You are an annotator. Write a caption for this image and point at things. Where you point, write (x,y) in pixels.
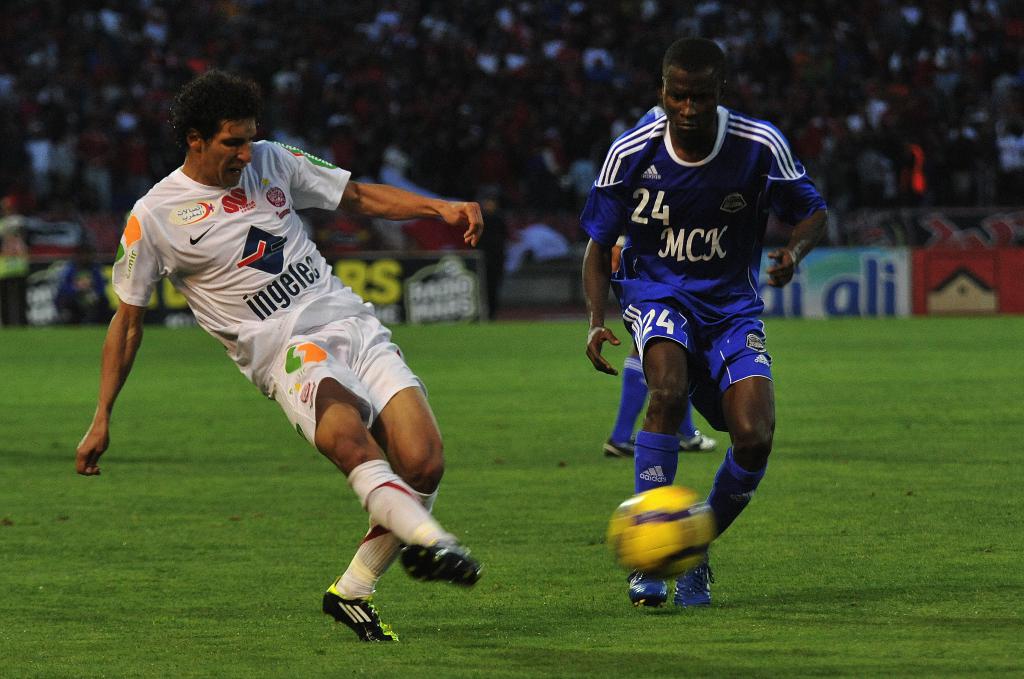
It is a ground (539,430) the people (386,440) who are inside the game are playing football the ball (665,540) is of yellow color in the background (378,97) there are crowd (858,45) who are watching the game.
